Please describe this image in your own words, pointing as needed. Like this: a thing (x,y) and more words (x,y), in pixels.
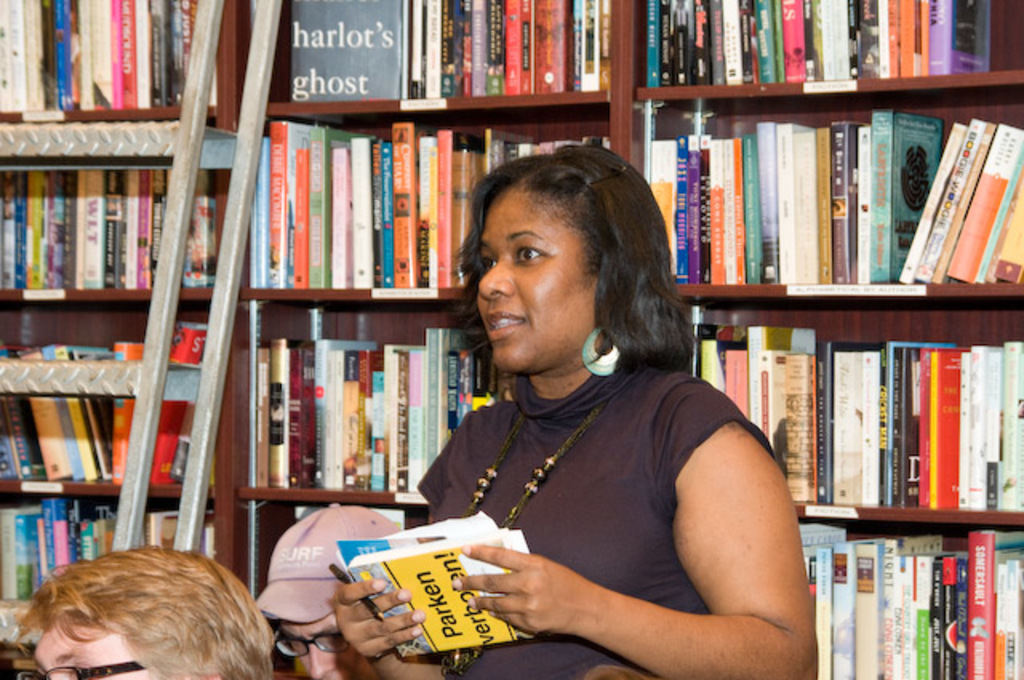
In the center of the image (505,290) we can see a woman (544,439) holding the pen (378,608) and also books (378,566). We can also see two persons (312,566) on the left (312,566). In the background (335,38) we can see many books (727,216) placed on the rack (626,154).
